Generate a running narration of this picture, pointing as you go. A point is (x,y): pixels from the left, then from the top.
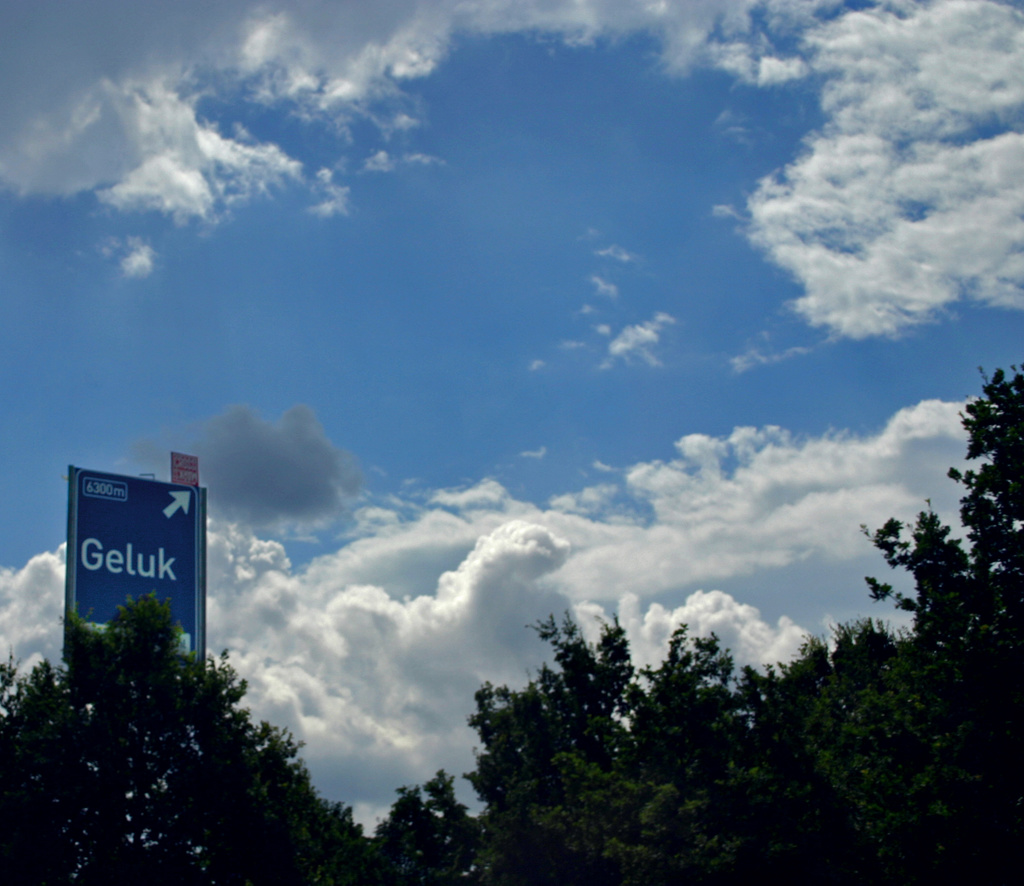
At the bottom of the picture (171,689) there are trees (297,798) and a hoarding (123,575). Sky (80,261) is sunny.
